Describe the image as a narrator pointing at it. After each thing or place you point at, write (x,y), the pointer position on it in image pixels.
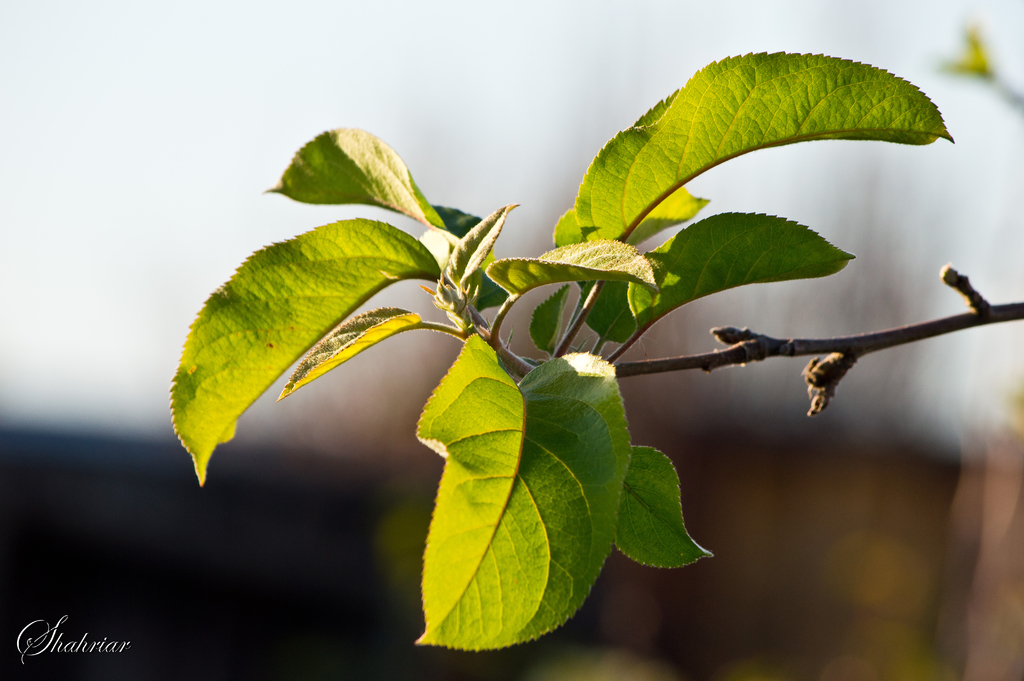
In this picture we can see plant (518,294). Here we can see leaves (477,495). On the bottom left corner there is a watermark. Here we can see darkness (274,544).
